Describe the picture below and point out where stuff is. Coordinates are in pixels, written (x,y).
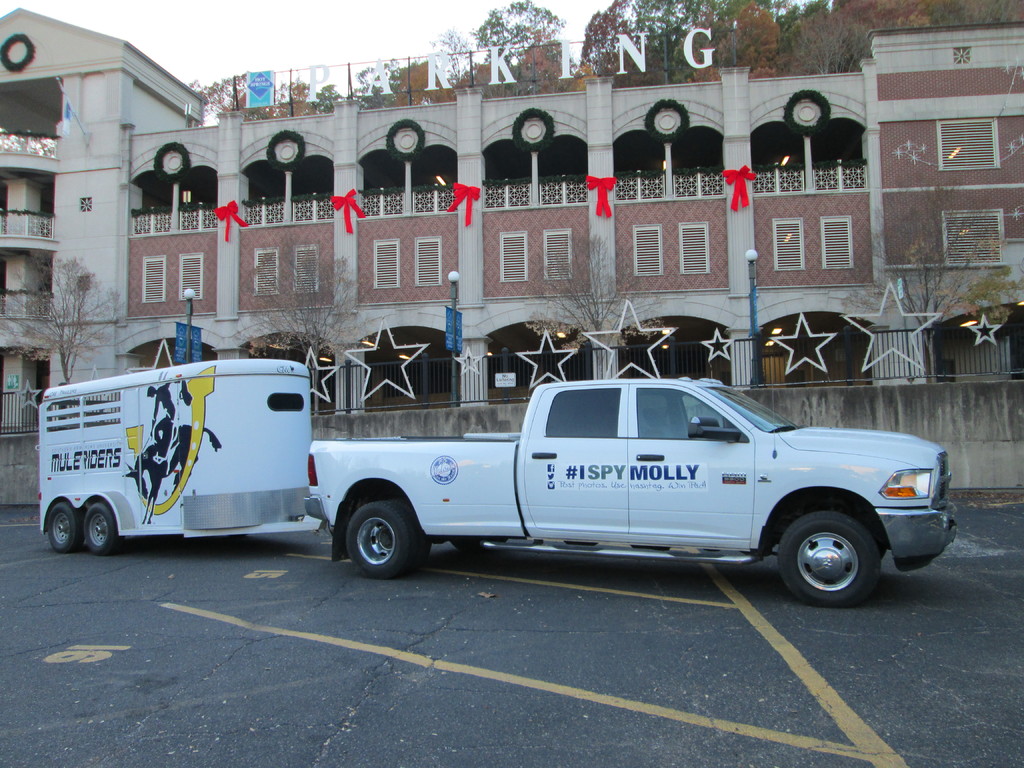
In this image we can see a building (531,154) with some text (452,77) written on it and we can also see vehicles (707,487), trees (452,34) and sky (397,1).
